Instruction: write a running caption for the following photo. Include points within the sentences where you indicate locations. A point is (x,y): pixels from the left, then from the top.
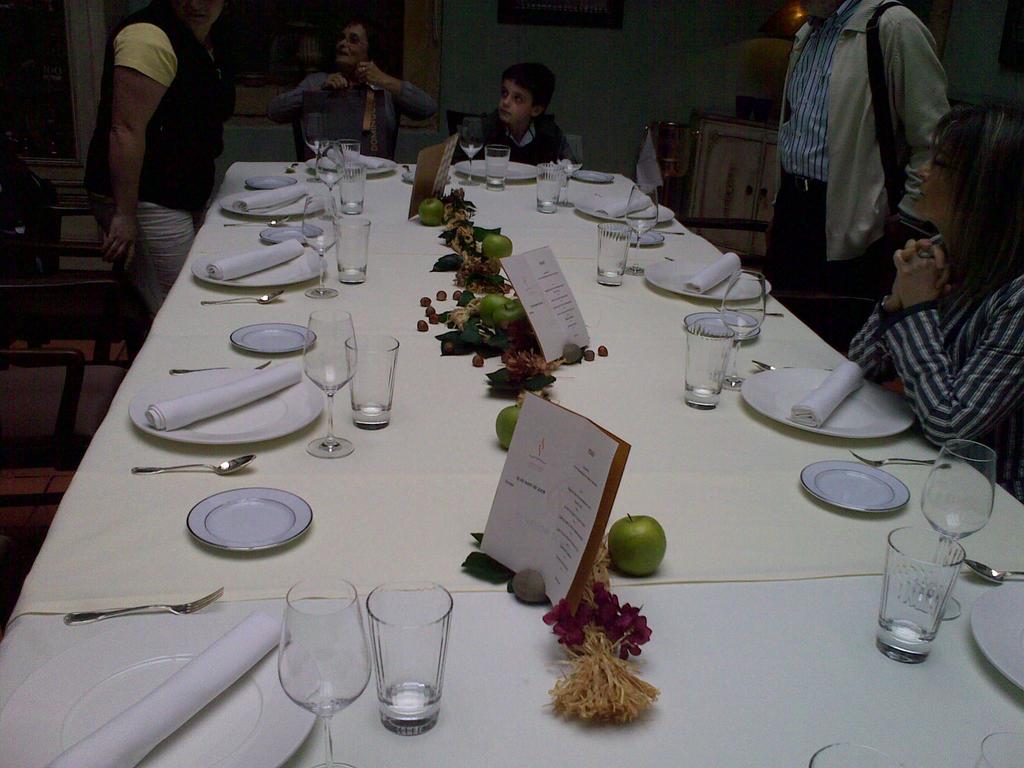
In this image on the table (795,460), we can see fork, spoons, plates (268,328), glasses (363,413), and fruits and some people (550,142) sitting on the chairs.
